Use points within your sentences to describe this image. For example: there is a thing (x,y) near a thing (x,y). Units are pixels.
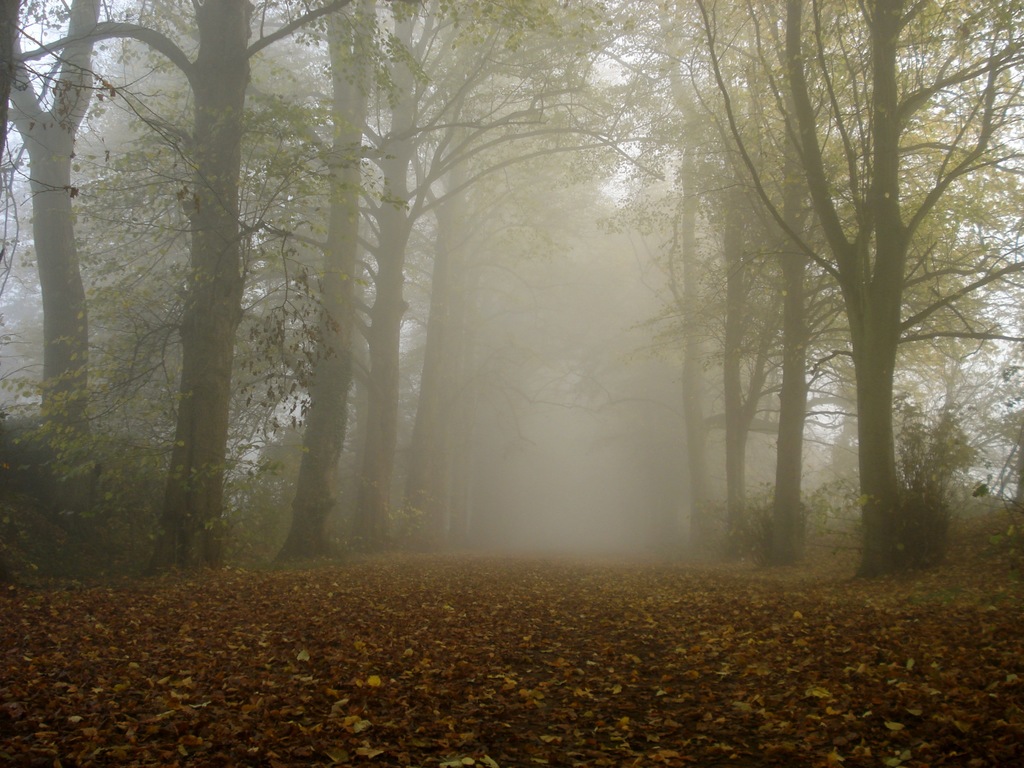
In this picture we can see leaves (607,671) at the bottom (557,708), in the background (880,349) there are some trees (843,249), we can see fog (543,387) in the middle (541,405), there is the sky (39,22) at the left top of the picture (34,21).
